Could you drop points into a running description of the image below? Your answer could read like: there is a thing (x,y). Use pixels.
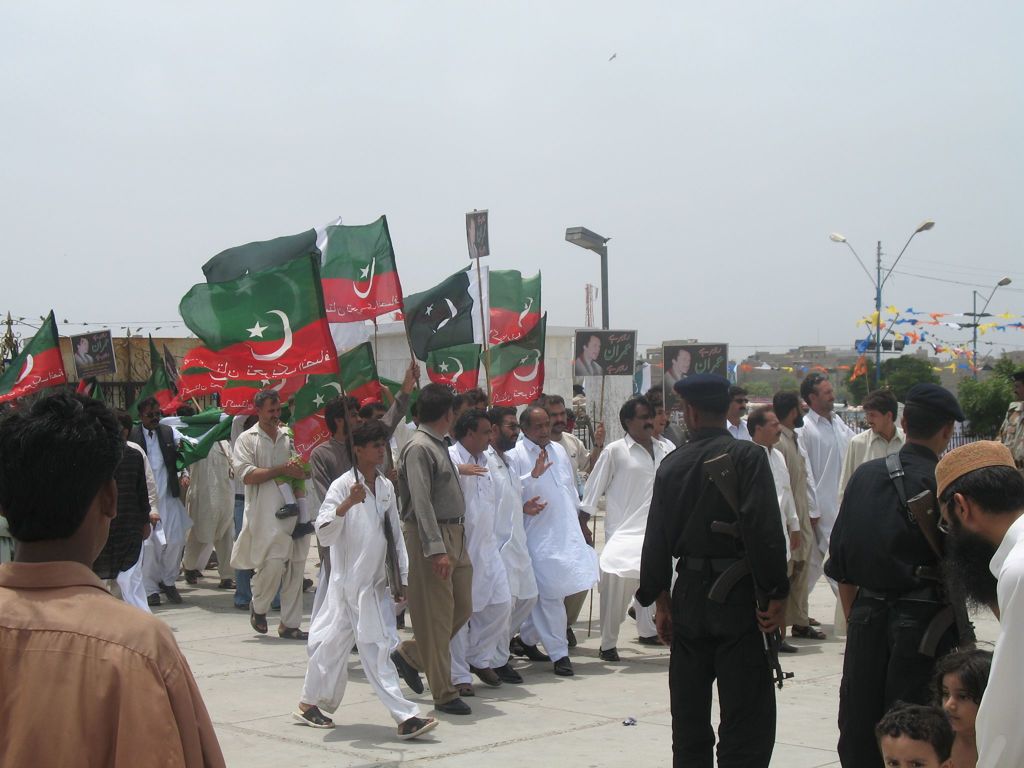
In this image I can see some people (421,471) are holding the flags (437,357). In the background (817,334), I can see the streetlights (877,345) and the sky (467,140).
